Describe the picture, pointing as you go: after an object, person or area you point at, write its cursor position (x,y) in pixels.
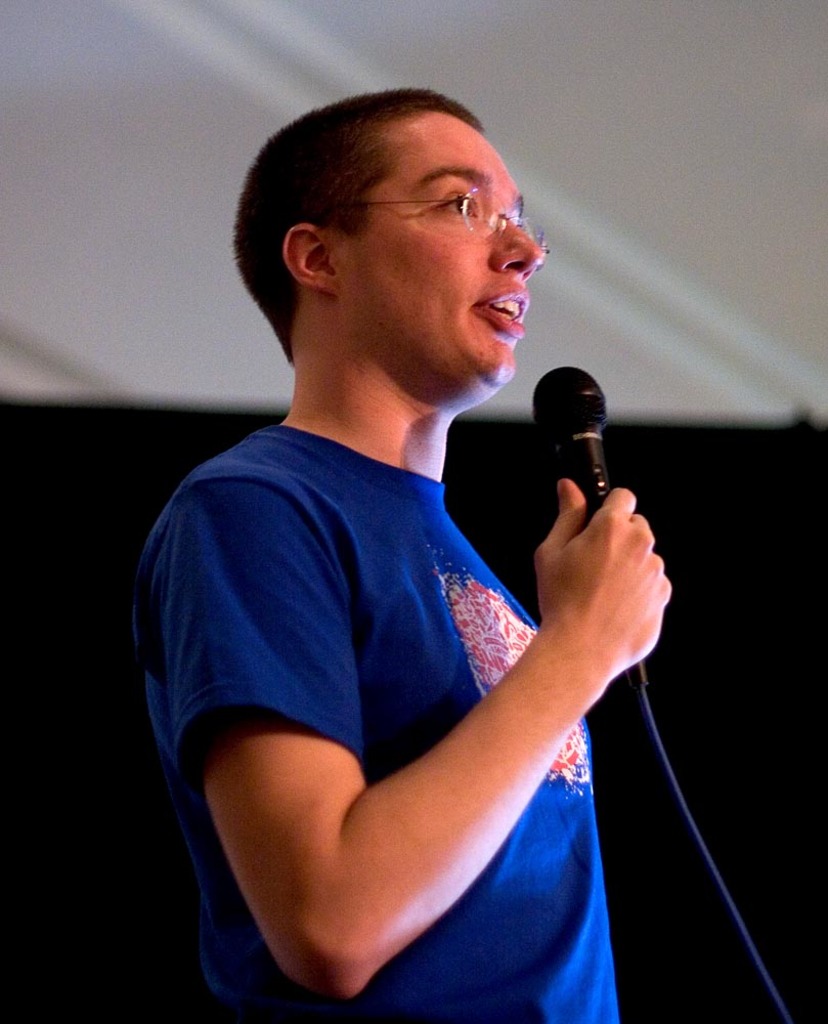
In this image I can see a person (427,777) wearing blue colored t shirt (483,595) is holding a microphone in his hand (571,521). I can see the white and black colored background (62,686).
